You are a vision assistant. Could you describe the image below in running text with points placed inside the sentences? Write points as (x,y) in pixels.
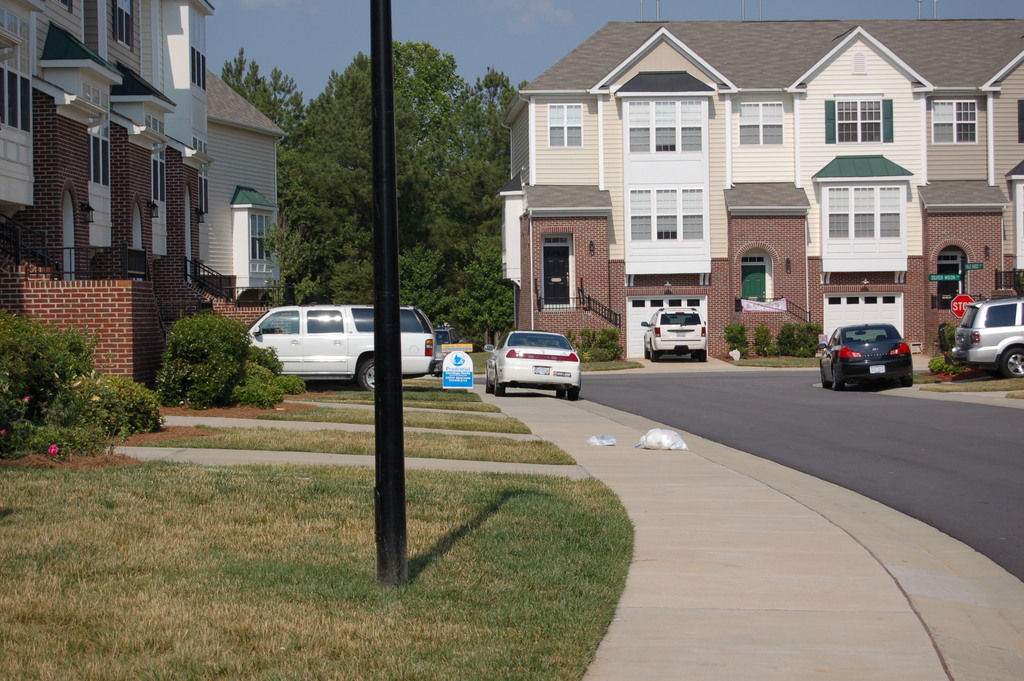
This picture is clicked outside the city. At the bottom (1010,498), we see the road (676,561). In front of the picture, we see a pole (404,490). On the left side (259,370), we see the plants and a building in white and brown color. In the middle (416,352), we see the cars (493,392) parked on the road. Beside that, we see a board (467,369) in white and blue color with some text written on it. On the right side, we see the boards (962,300) in green and red color. In the background (559,195), we see the trees (451,165) and a building (604,215) in white and brown color. At the top (424,28), we see the sky (424,28).
